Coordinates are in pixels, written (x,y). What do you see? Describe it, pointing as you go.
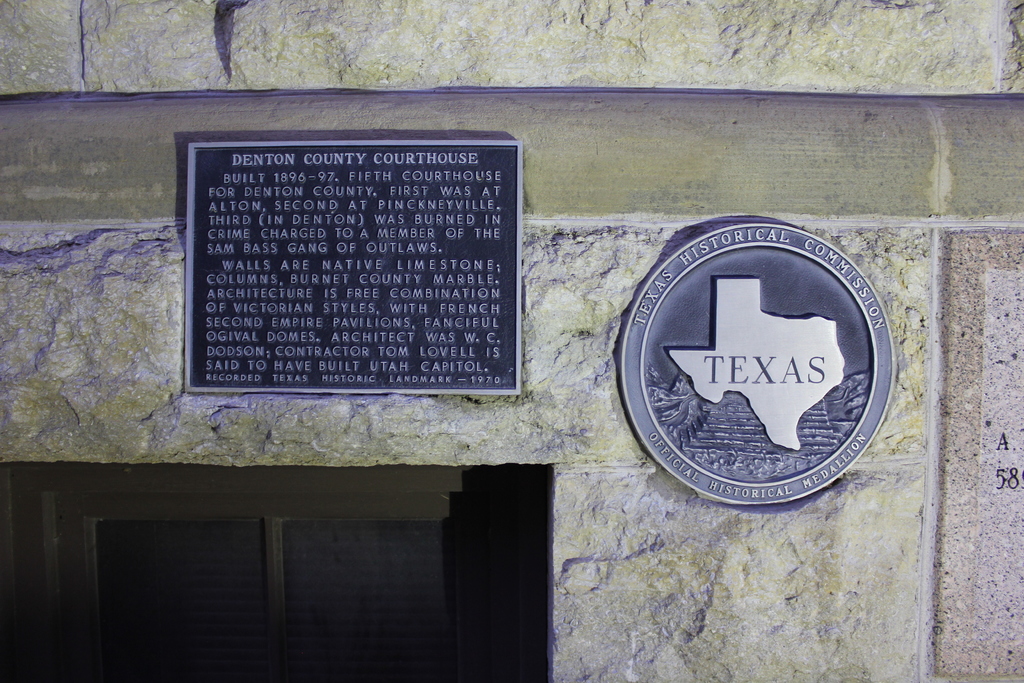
In this picture we can see some boards (654,328) to the wall (588,239) and we can see some wooden thing (279,512) in between the wall (162,81).
